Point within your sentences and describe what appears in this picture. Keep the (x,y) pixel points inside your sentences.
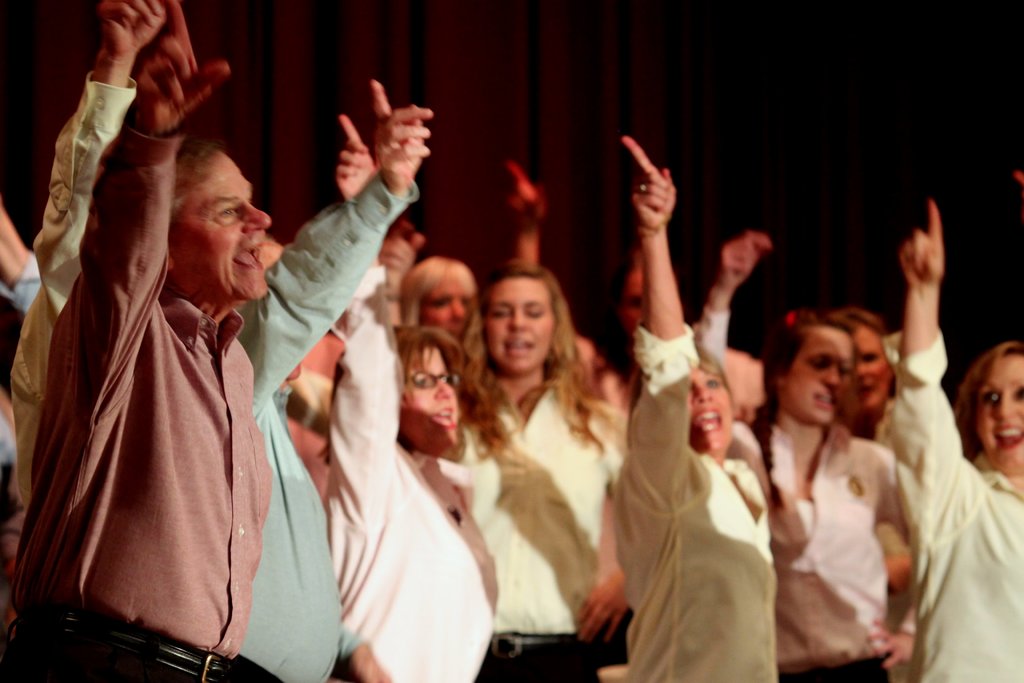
In this image I can see number of people (410,404) are standing. I can see most of them are wearing shirt (724,628) and I can see this image is little bit blurry from background (366,55). I can also see dark in background (727,140).
